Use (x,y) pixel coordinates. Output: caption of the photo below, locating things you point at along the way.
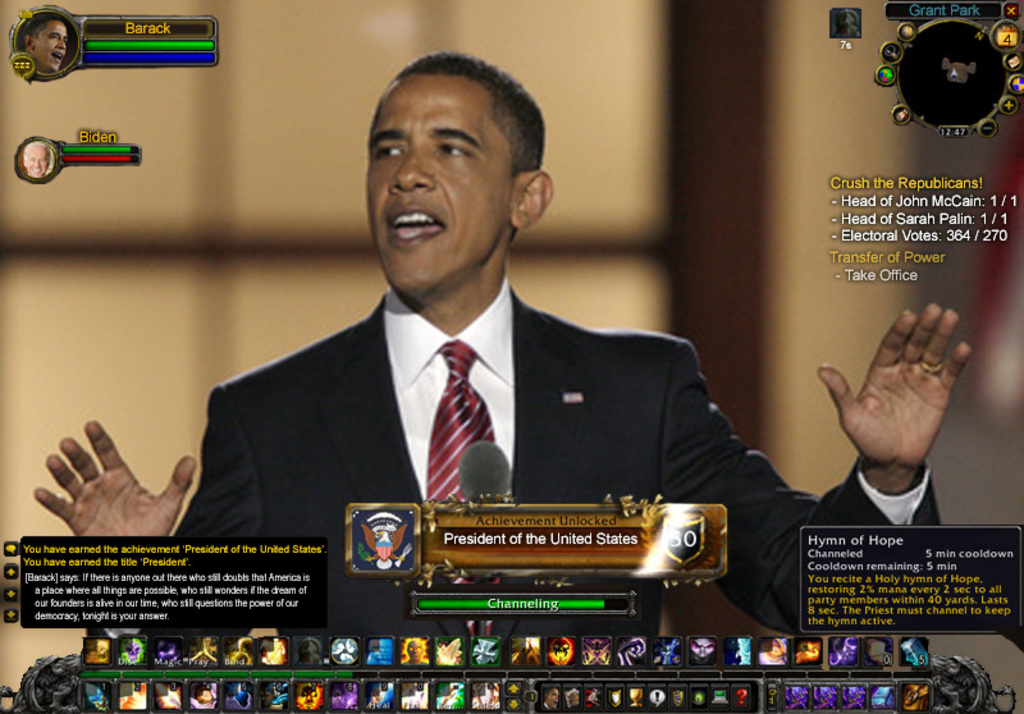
Here in this picture we can see a screen (837,128), in which we can see a picture (410,226) of a person (327,406) wearing suit (327,406) and speaking something in the microphone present in front of him and we can also see some text (185,593) present in the bottom of the image (444,588) and we can see some images (61,53) on the either side of it.
